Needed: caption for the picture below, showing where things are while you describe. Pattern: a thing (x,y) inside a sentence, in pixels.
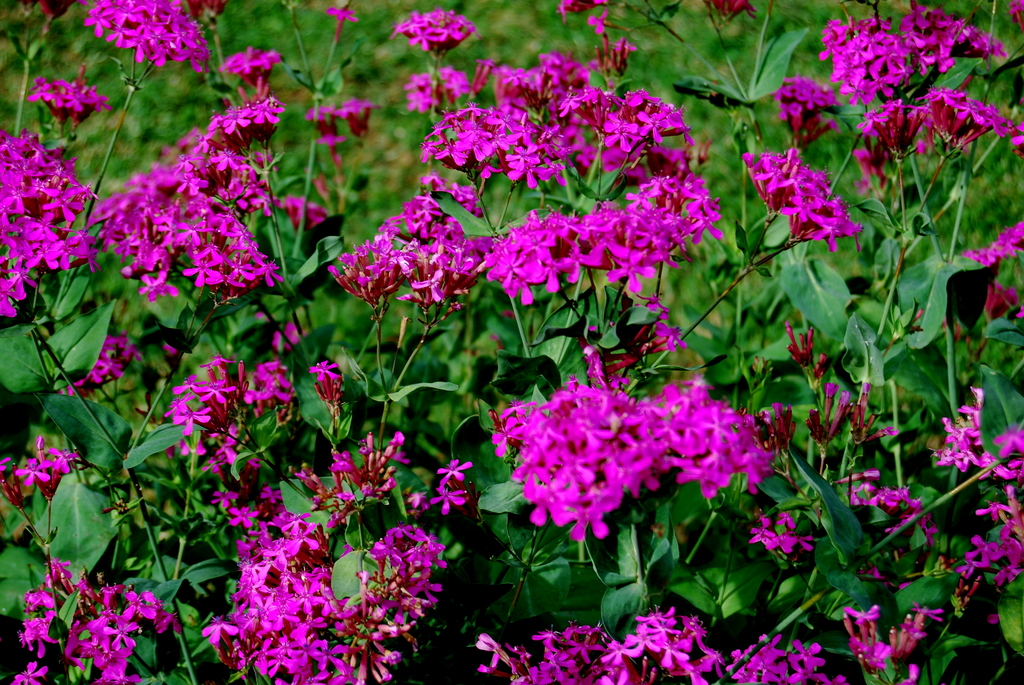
As we can see in the image there are plants (442,297) and pink color flowers (635,462).
